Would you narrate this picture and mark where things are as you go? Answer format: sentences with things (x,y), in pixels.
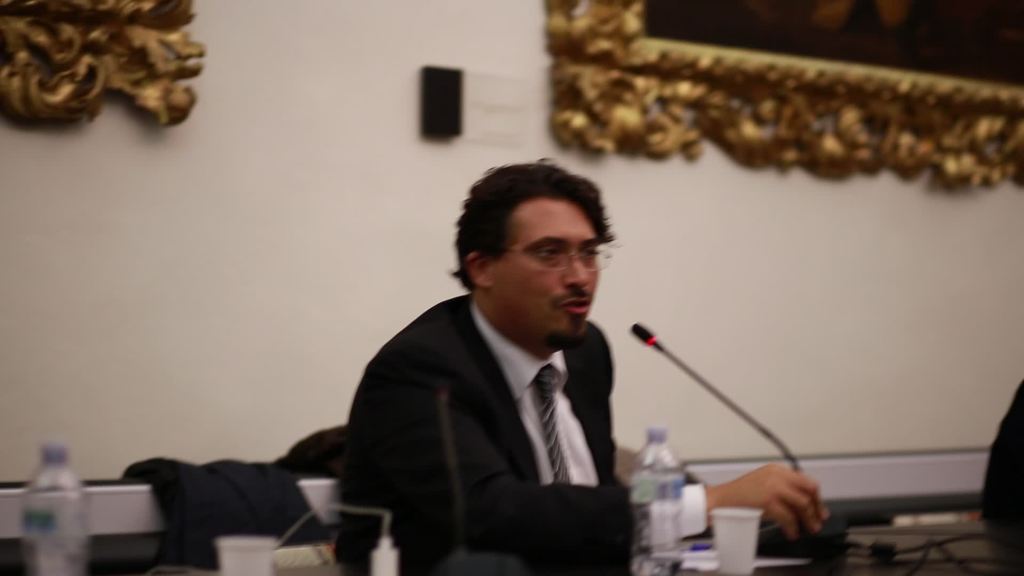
In this image I can see a person (508,519) sitting. There is a mike (807,534), there are water bottles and there are some objects (746,531) on the table (874,541) or a desk (393,559). There are photo frames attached to the wall (260,168) also there are some objects (179,478).
